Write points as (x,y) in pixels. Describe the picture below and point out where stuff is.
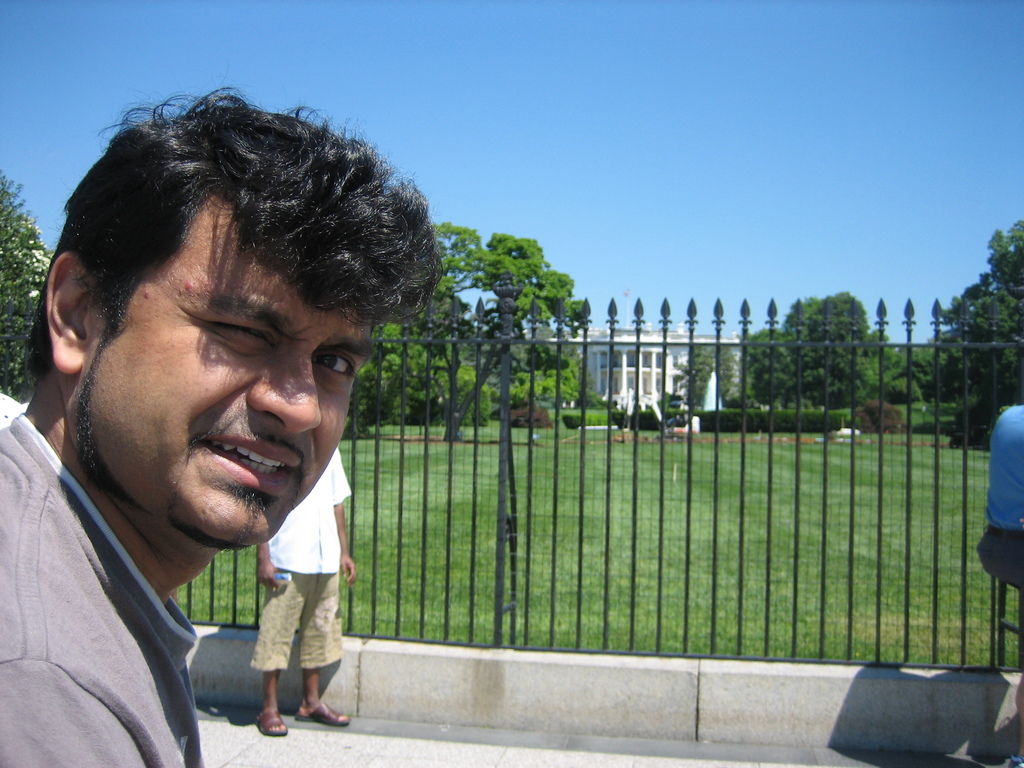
In this image we can see a person (102,541) on the left side (83,571). In the back (263,584) there is another person (269,546) standing near to a railing (557,438). In the background (529,330) there are trees (700,353) and a building (641,373). On the ground (628,518) there is grass (726,545). And there is sky (532,112).
